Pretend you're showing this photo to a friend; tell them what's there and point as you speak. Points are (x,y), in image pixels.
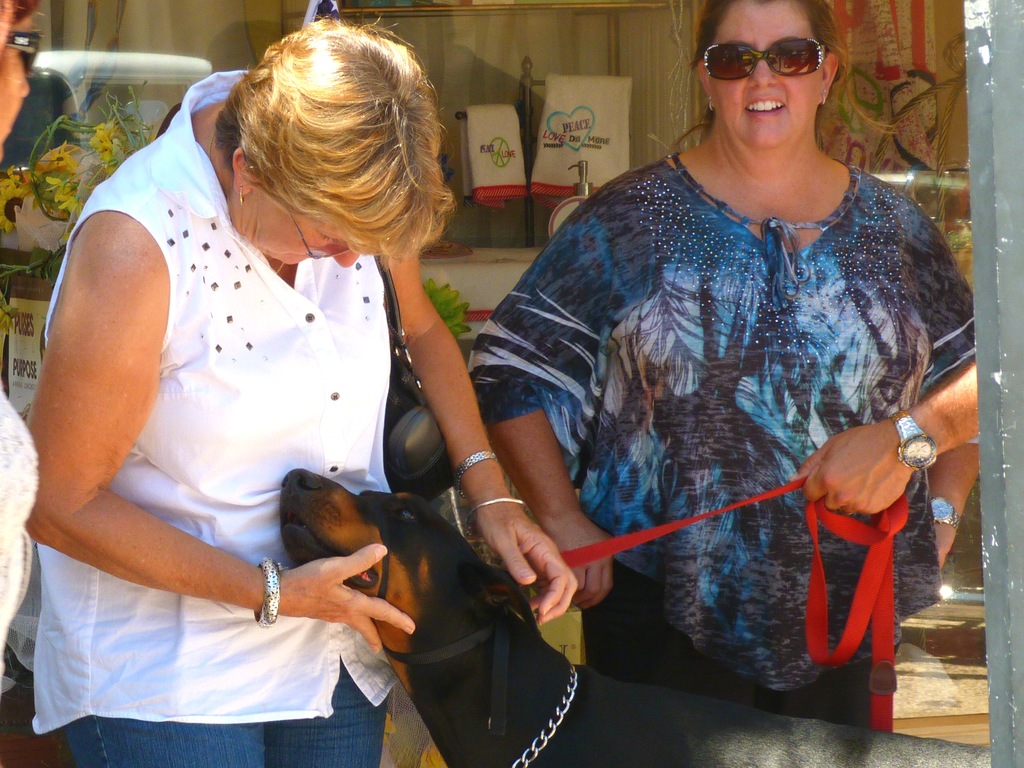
In this image there are two women (481,397) standing and there is a dog (489,667).
